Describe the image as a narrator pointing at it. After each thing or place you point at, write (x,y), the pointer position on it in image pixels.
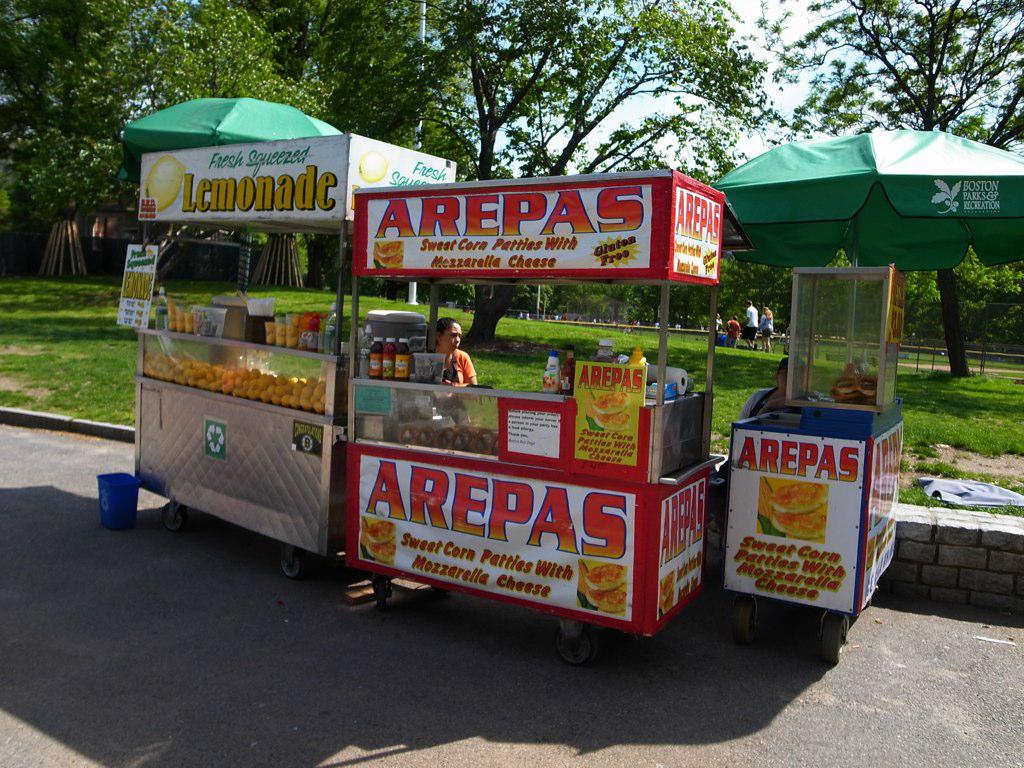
This picture is clicked outside. In the foreground (204,450) we can see the stalls (155,426) of the food items (291,378) and we can see the text (599,253) and the pictures (773,529) on the stalls (502,268) and we can see the umbrellas (936,176) and the two people (751,412) seems to be standing on the ground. In the center (530,357) we can see the green grass (718,357), group of people (719,331), trees (313,103) and some other objects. In the background (775,87) we can see the sky (871,117).
